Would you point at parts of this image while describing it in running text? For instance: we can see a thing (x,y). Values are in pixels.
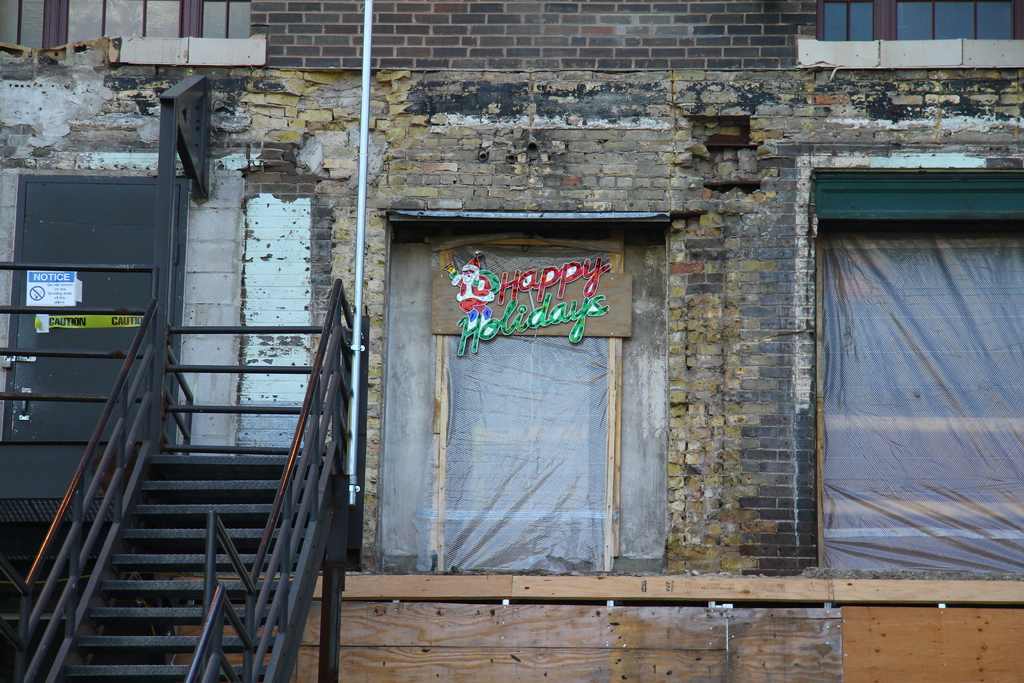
In this image there is a building (488,402), in front of the building (705,469) there are stairs (185,507), beside that there are windows (969,384). On the one of the window (494,449) there is some text (524,310).
